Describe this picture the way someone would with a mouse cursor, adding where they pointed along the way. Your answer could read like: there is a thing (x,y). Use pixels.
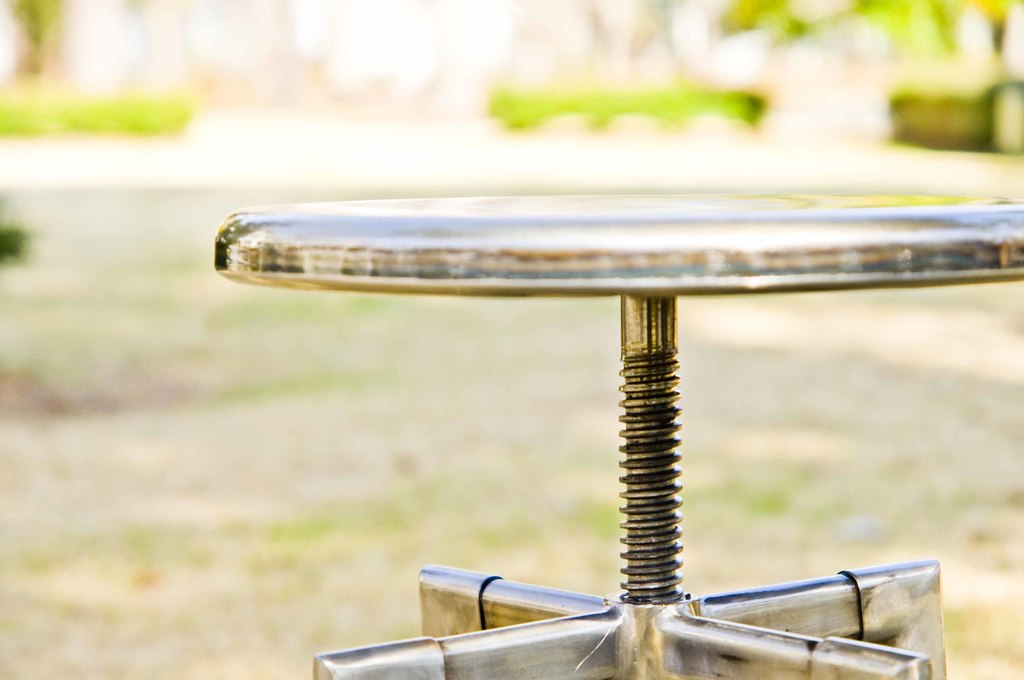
This image is taken outdoors. In this image the background (154,106) is a little blurred. There are a few trees (950,47) and plants (577,108). At the bottom of the image (264,556) there is a ground (416,333). On the right side of the image (688,249) there is a stool (729,244) on the ground (699,513).
